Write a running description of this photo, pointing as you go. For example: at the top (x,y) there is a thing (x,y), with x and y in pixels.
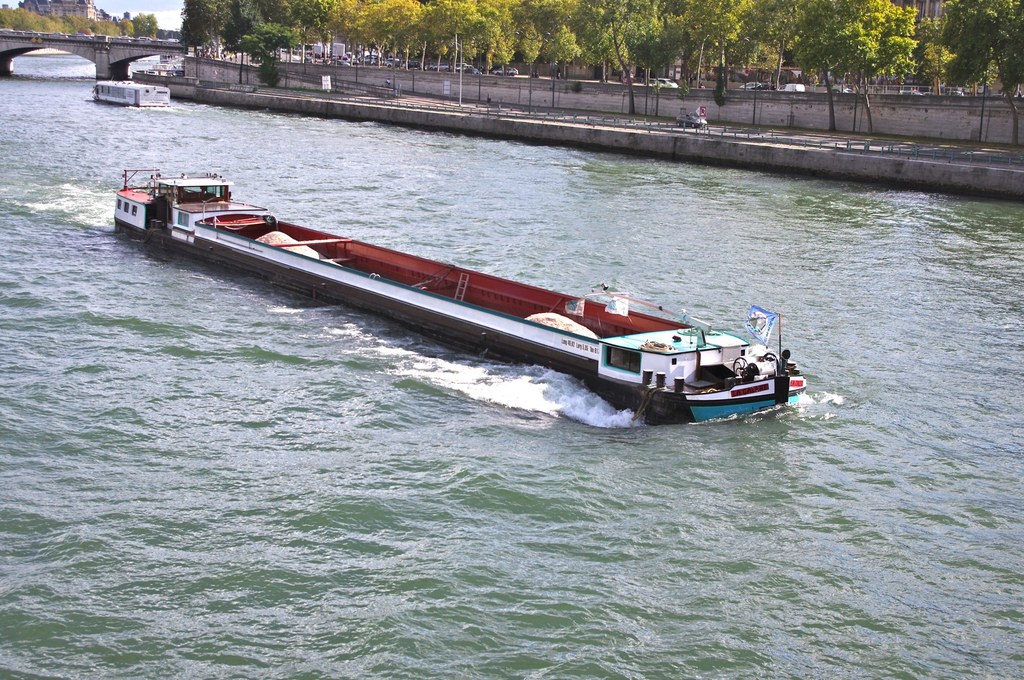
In this picture I can see a boat (401,319) in the middle (512,353) and there is water (581,402), on the left side (12,47) there is a bridge (126,75). In the background (946,28) there are trees (249,8) and vehicles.
